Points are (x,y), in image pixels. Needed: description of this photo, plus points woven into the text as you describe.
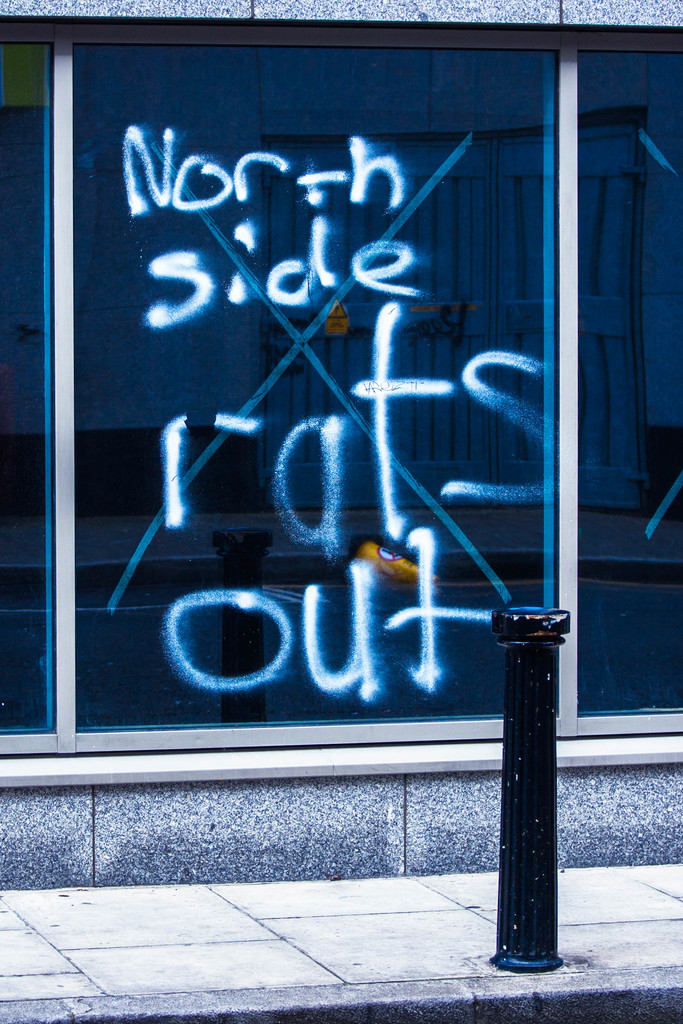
In this image we can see some text (242,195) on the window (239,426) and a barrier pole (509,635) on the road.
